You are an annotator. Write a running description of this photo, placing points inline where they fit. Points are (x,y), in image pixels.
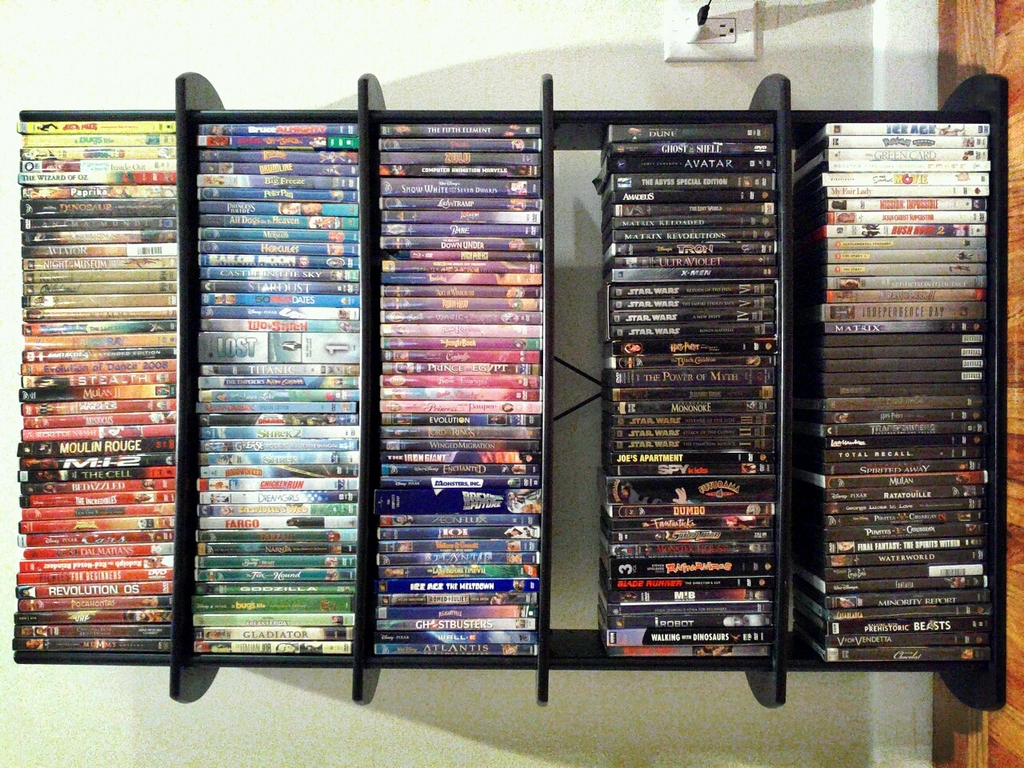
In the center of the image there is a wall (403,11). On the wall (564,433), we can see one switchboard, shelves (994,462), different types of DVDs (637,301) and a few other objects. On the right side of the image (950,25), there is a wooden object (1009,663).
